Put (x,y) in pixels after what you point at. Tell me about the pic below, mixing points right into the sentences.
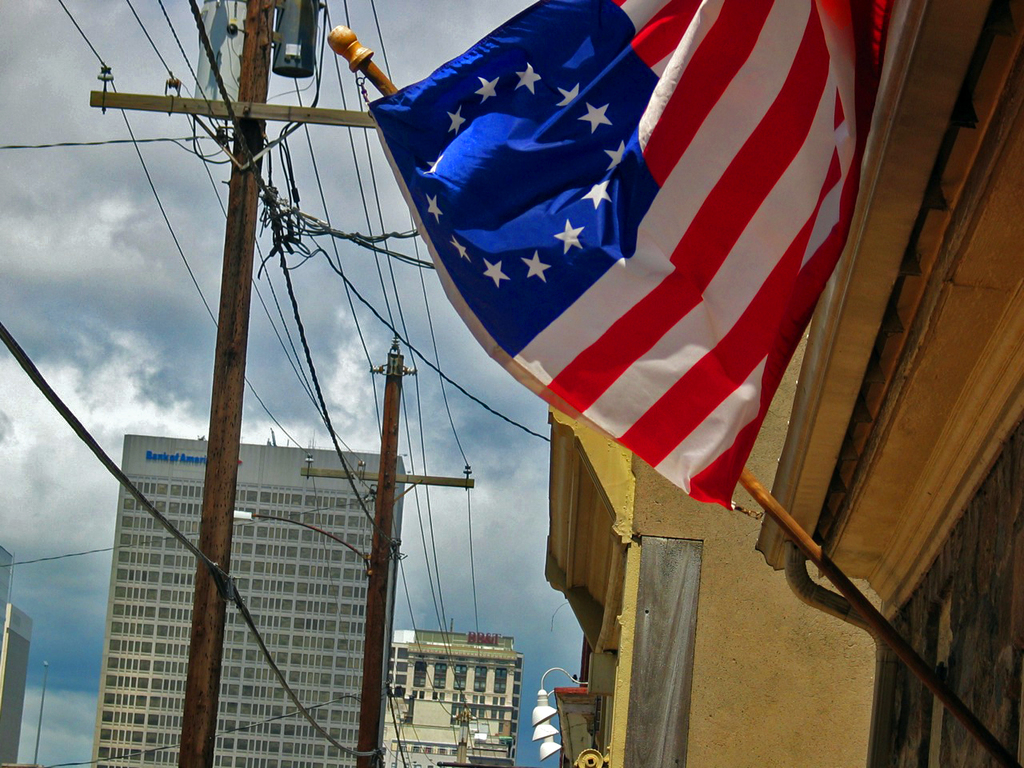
In the image there is a flag (680,170) to a building (834,544) on the right side (966,601) and in front of it there are electric poles (387,417), in the background (272,529) there are buildings (252,545) and above its sky (123,247) with clouds (57,174).
